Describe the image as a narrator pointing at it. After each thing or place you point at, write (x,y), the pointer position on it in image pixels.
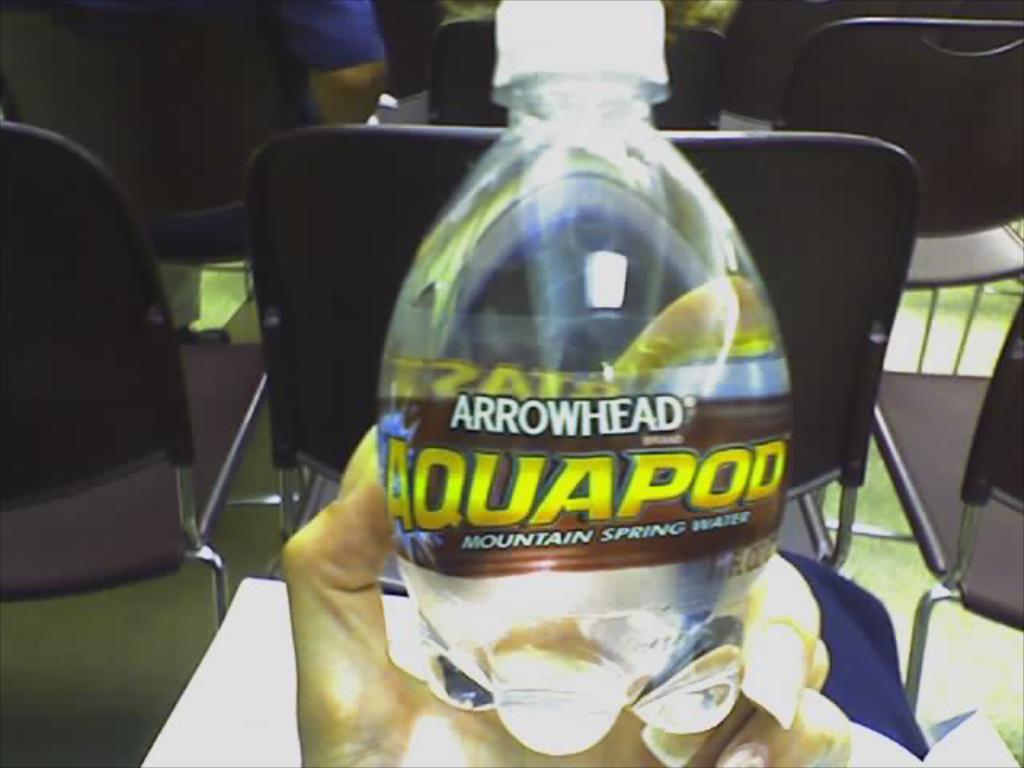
there is a water bottle (493,532) in hand (695,763) and a chairs (984,63).
